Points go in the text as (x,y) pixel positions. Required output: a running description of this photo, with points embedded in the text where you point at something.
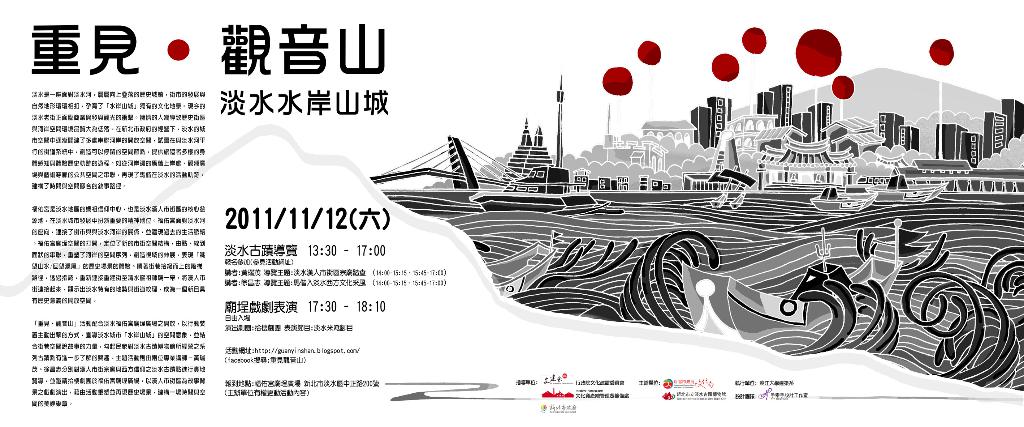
In this image there is a paper (355,266) with some note (319,251) and drawing (810,285).
